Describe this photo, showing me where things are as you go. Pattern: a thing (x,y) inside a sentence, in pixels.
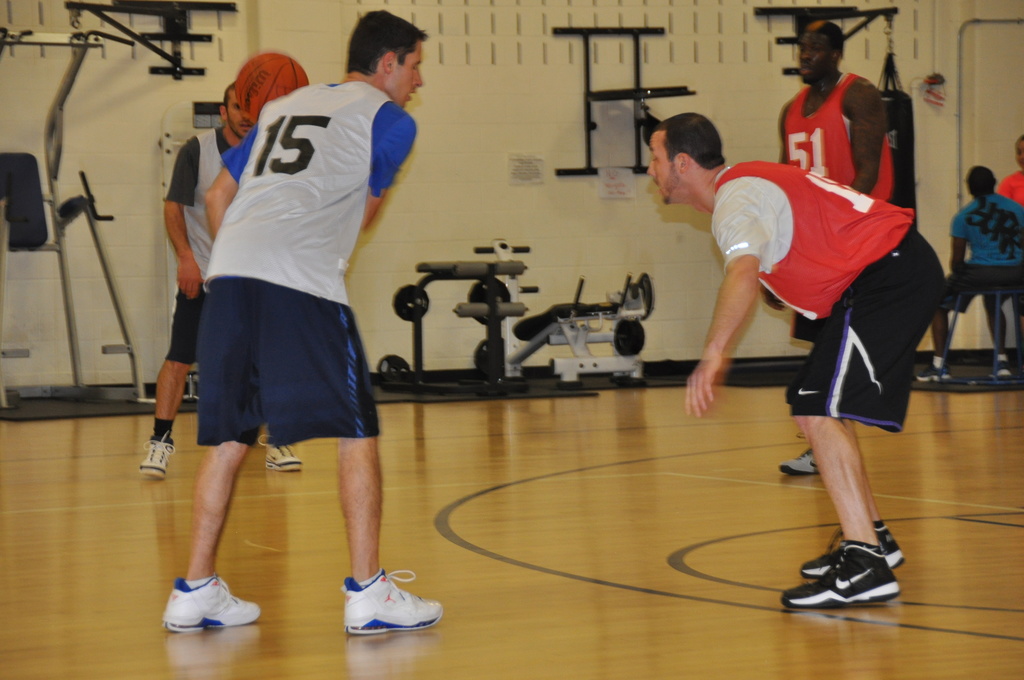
In this image on the right (818,310), there is a man (823,243), he wears a t shirt (850,233), trouser (890,364), shoes (834,560). On the left (196,183) there is a man (343,230), he wears a t shirt (328,265), trouser (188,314), shoes (163,439), in front of him there is a man (212,183), he wears a t shirt (200,204), trouser (224,321), shoes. On the right (818,128) there is a man (818,128), he wears a t shirt (816,144), trouser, shoes (804,475), behind him there are people (988,233). At the bottom (576,566) there is ground (556,598). In the background (997,219) there are instruments (458,313), people (975,216) and wall (465,163).
